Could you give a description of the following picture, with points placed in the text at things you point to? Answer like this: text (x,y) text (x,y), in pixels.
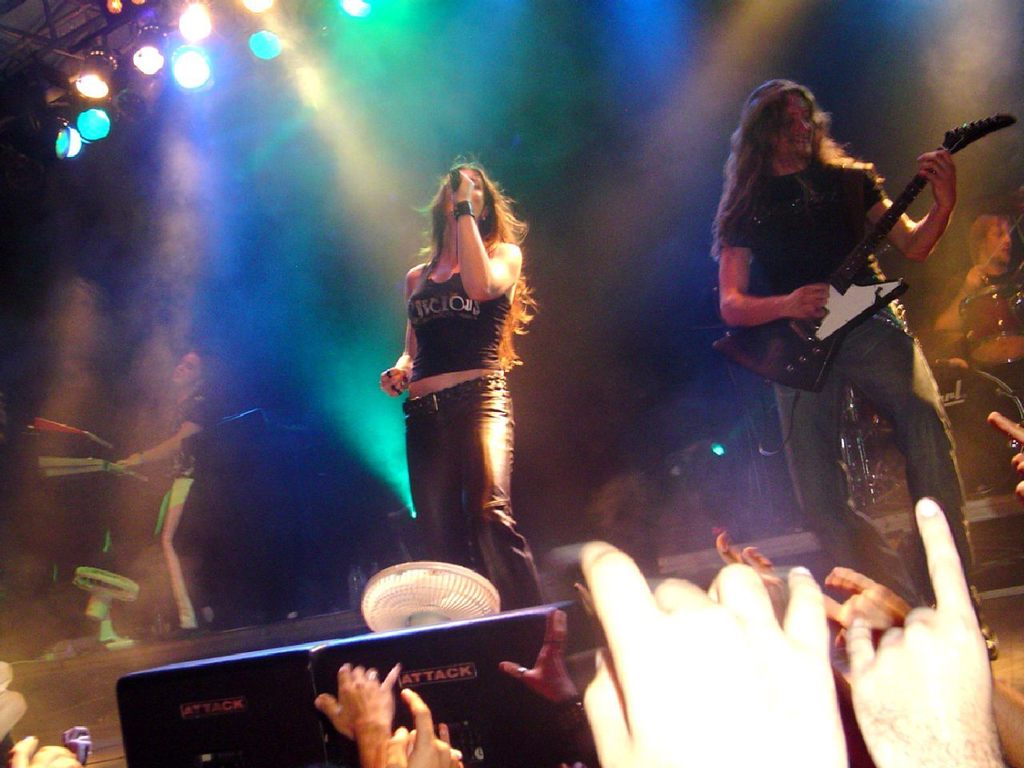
In this image four persons (928,393) are performing live band (876,336) audience (969,646) are enjoying the band (893,328).
